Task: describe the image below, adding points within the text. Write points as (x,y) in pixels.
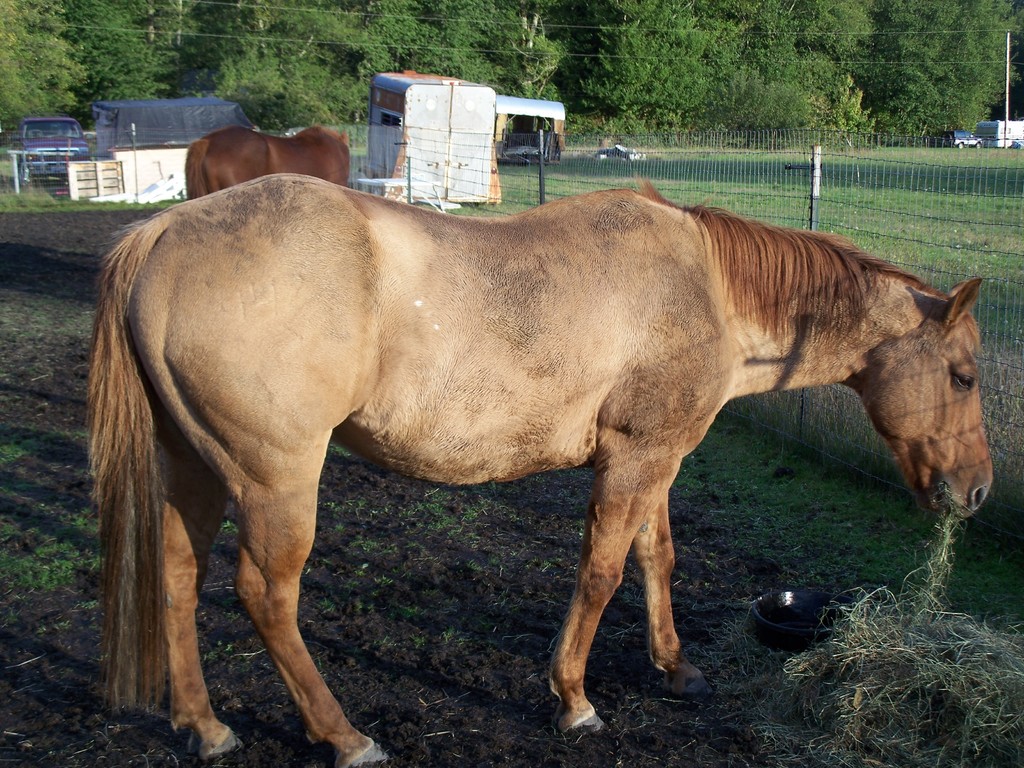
In this picture we can see couple of horses (331,253), in front of the horses (464,285) we can find fence (647,178), in the background (241,71) we can see few vehicles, trees (604,80) and cables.
